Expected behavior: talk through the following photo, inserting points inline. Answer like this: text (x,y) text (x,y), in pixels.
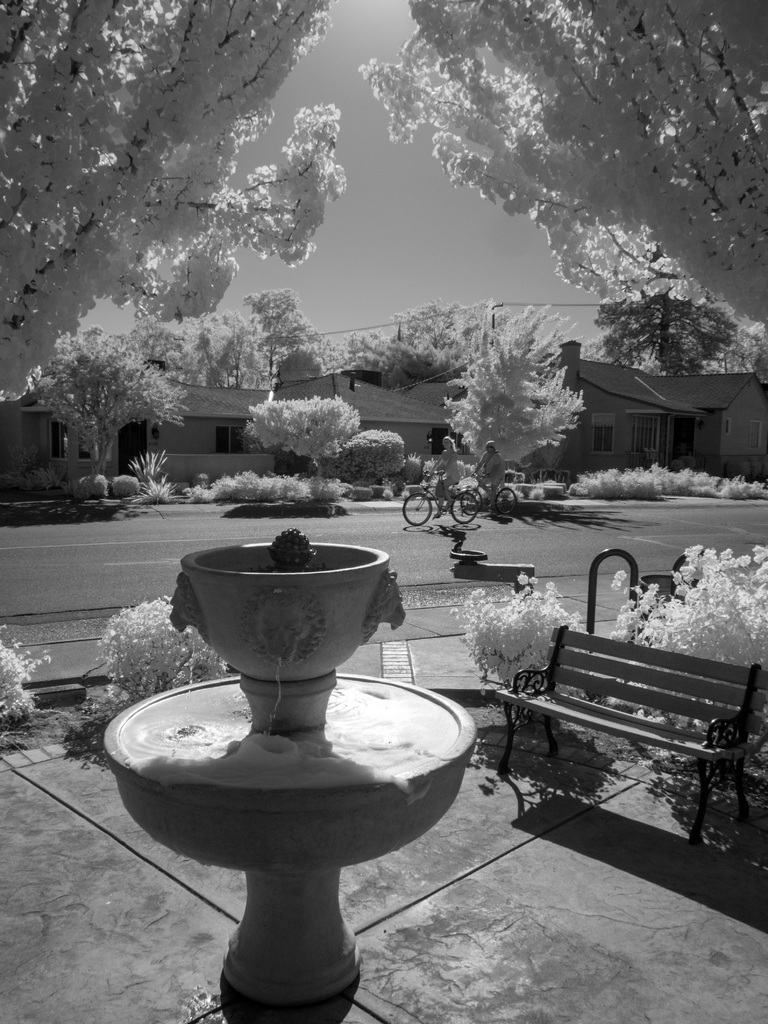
in this image there is a pot (242,598), plant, bench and back ground (385,372) there bicycle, building (461,450), sky (529,240), tree (522,326).
